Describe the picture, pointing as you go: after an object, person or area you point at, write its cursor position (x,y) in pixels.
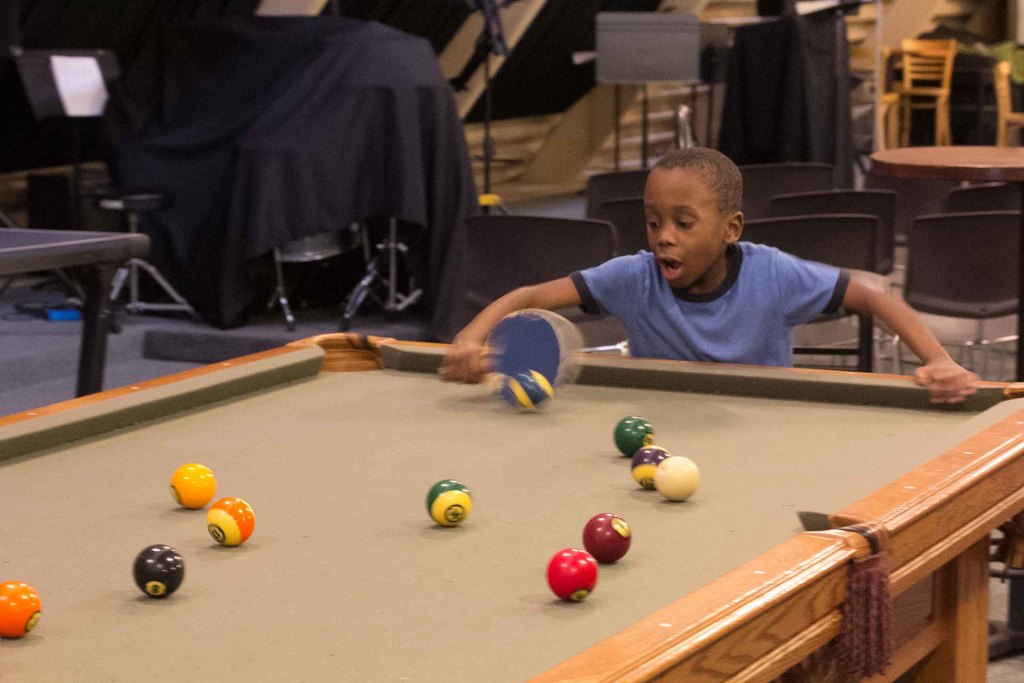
In this picture I can see billiard balls (668,481) on the snooker table (499,468), there is a boy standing and holding a table tennis bat (538,334), and in the background (898,246) there are chairs (931,220) and some other objects (417,116).
